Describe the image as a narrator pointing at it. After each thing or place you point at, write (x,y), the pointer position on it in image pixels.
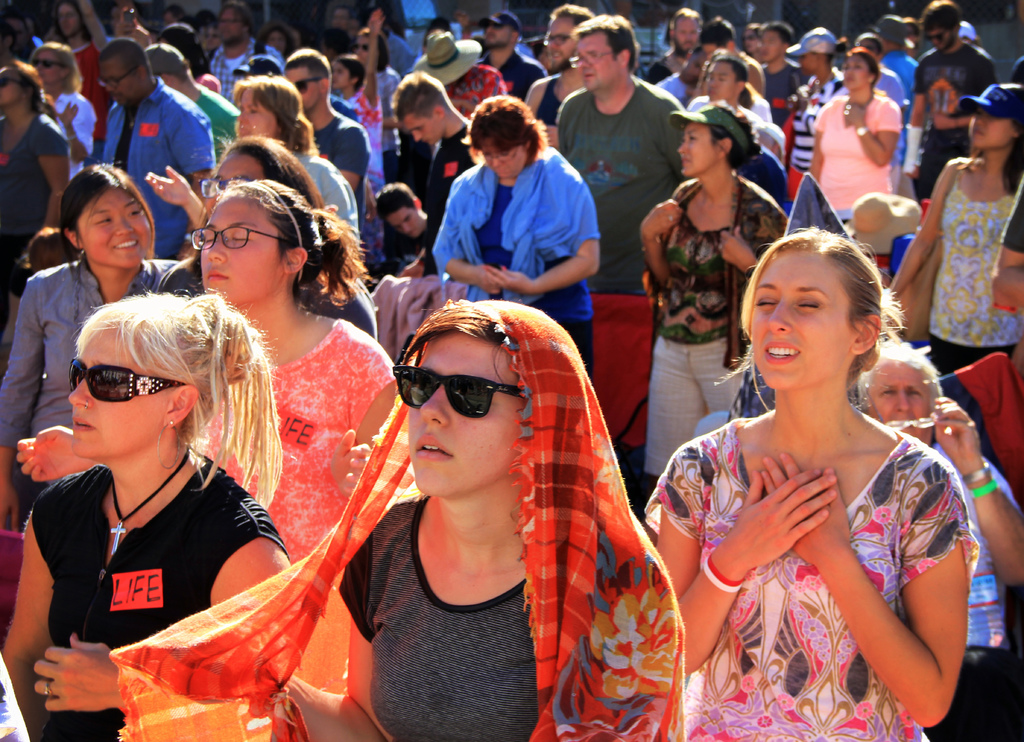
In this picture I can see few people (753,523) are standing few of them wore spectacles (602,58) and I can see few of them wore sunglasses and few wore caps (467,44) on their heads (815,66).
